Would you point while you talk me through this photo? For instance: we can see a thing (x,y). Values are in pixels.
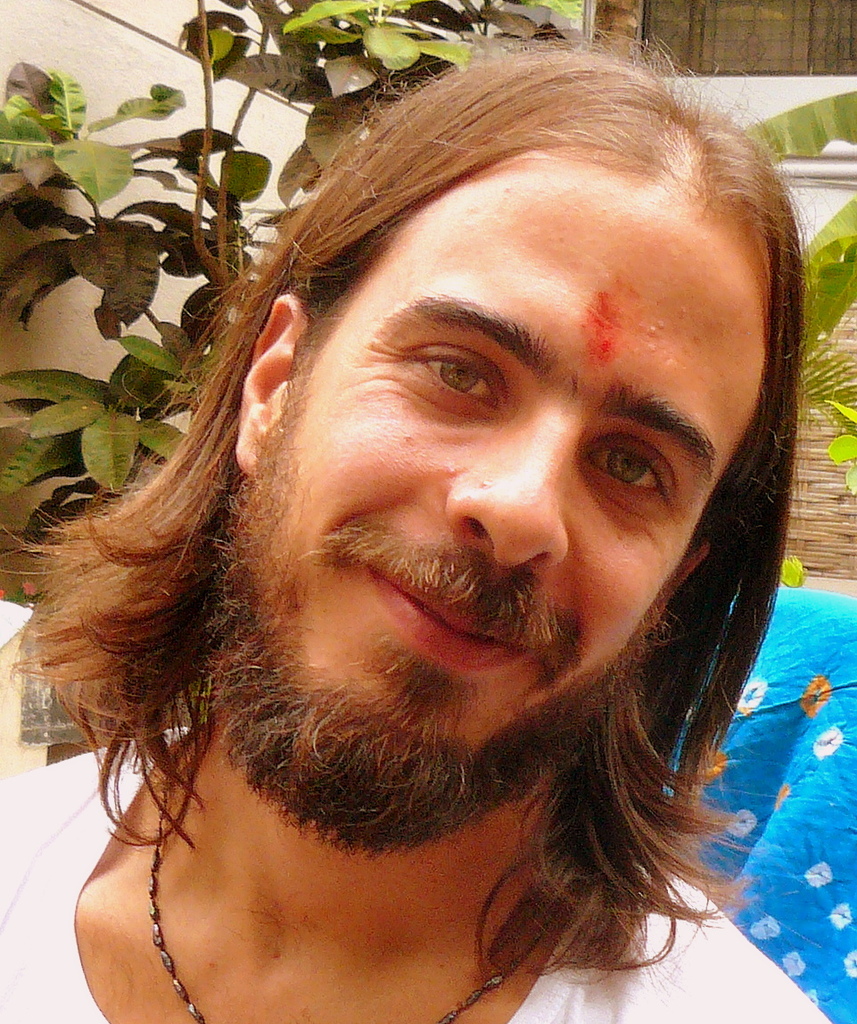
In this image, in the foreground (675,536) there is a man (173,837) having long hair (129,615) and behind the man (285,269) there are many leaves (328,124) of a plant (148,247).
